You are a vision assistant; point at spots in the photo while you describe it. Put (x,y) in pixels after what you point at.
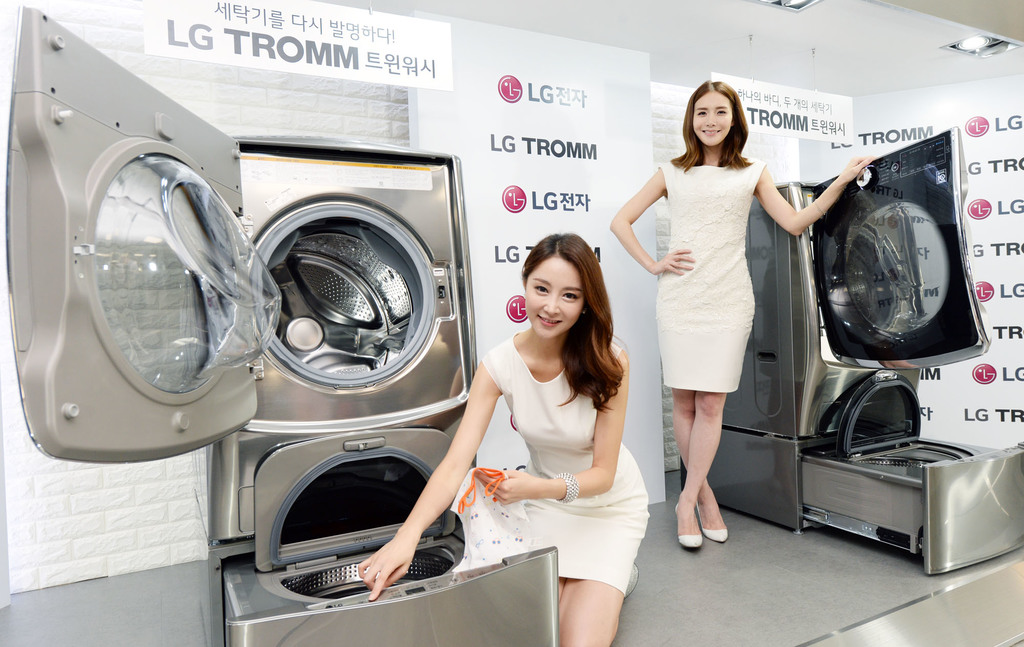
In this picture I can see washing machines (993,508), there are two persons (709,275), there are lights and boards (1023,221).
